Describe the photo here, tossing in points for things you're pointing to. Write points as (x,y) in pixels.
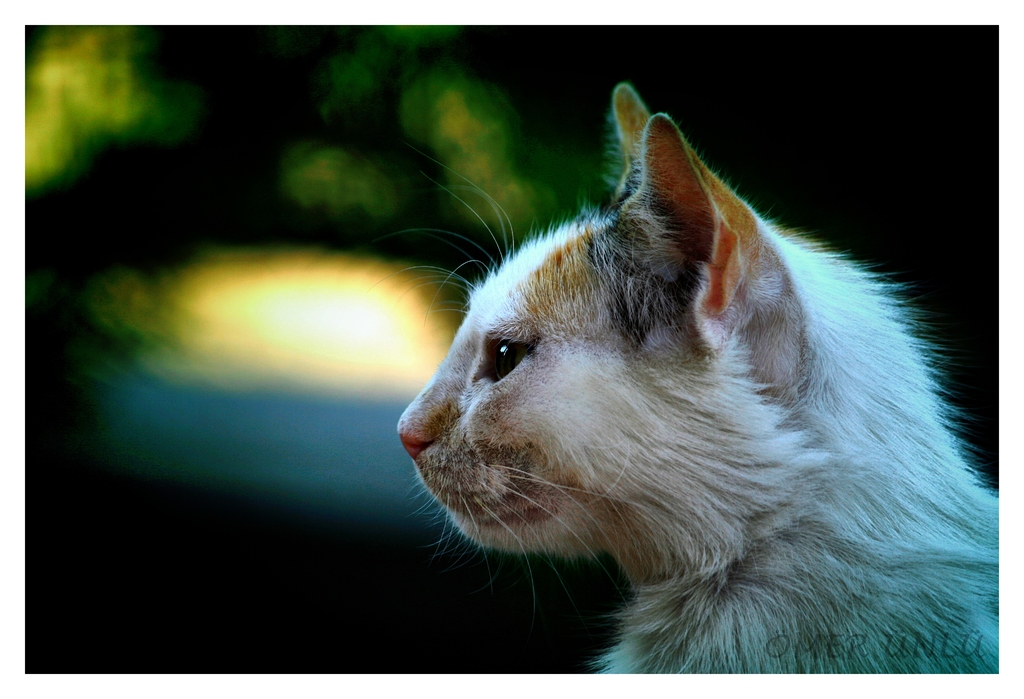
In this image, we can see a cat (854,386) and there is a blurred background (170,439).
